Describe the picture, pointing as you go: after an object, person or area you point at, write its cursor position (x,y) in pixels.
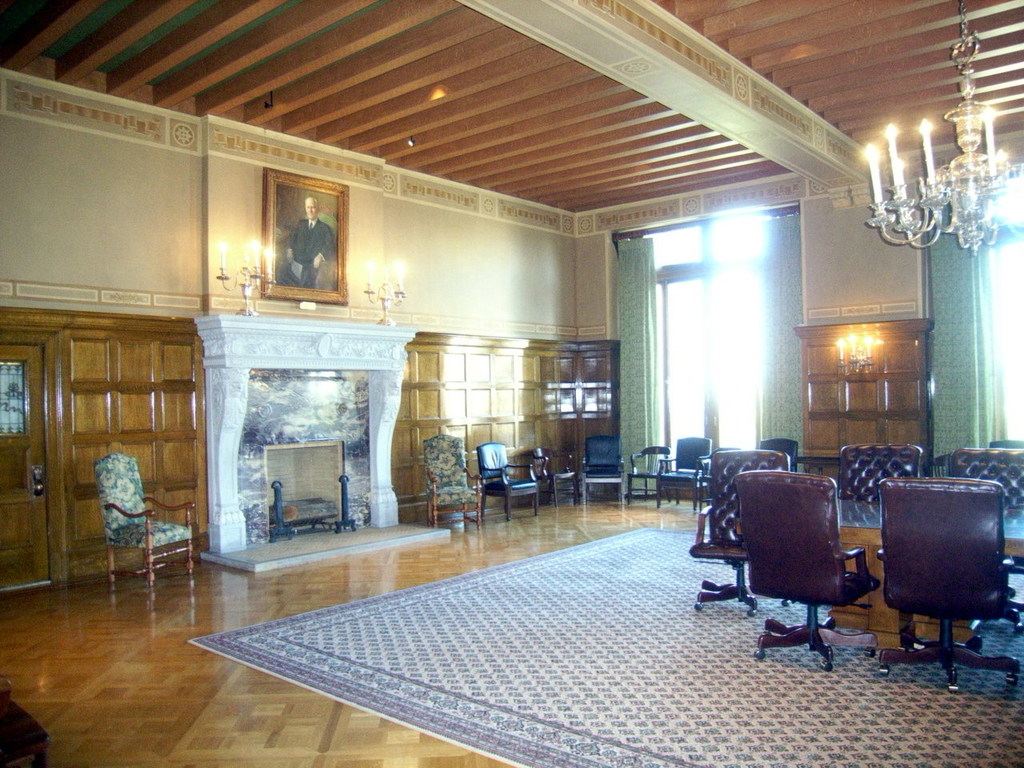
In a hall (338,13) there are many chairs (749,510) and a table (851,514) and on the left side (279,477) there is a fire pit (327,471) and above that there are two candle holders (397,289) with few candles (372,276) and in the background (117,215) there is a wall (132,215) and there is a photo frame (297,225) attached to the wall (493,267), on the right side (683,304) there is a window (692,377) and there are curtains (781,279) in front of the window (708,279).
